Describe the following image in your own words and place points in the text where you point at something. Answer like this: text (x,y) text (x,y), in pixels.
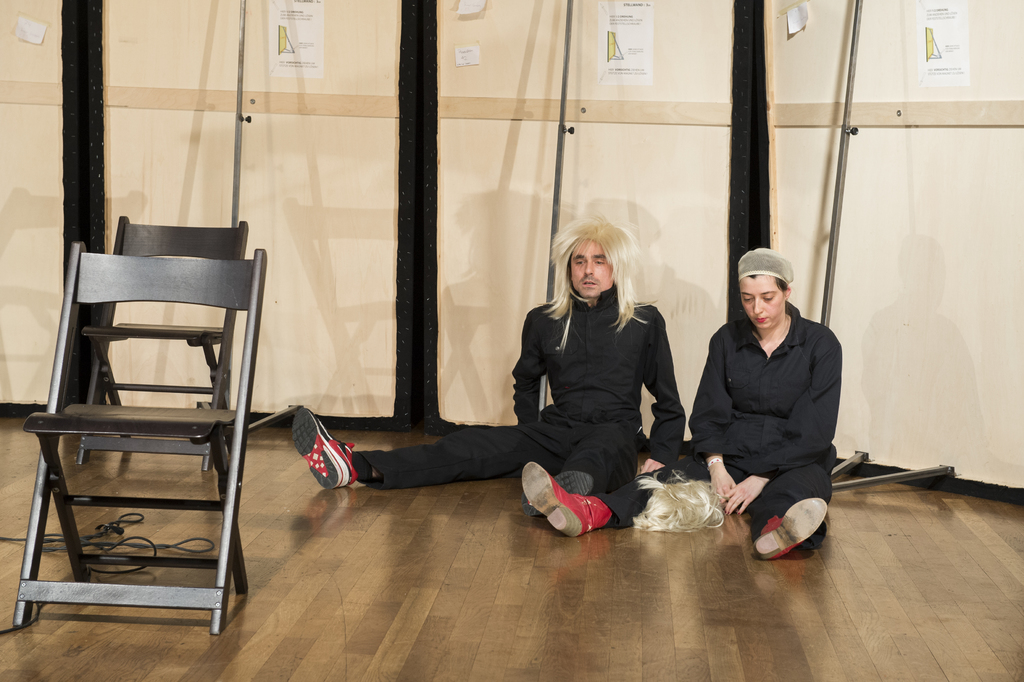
In this picture, we see a man (601,404) in black shirt (591,404) and a woman (727,402) in black shirt (750,422) are sitting on the floor (689,555). In front of them, we see chairs (123,246). Behind them, we see a white wall (891,178) with some posters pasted on it. This picture might be clicked inside the room (313,478).
